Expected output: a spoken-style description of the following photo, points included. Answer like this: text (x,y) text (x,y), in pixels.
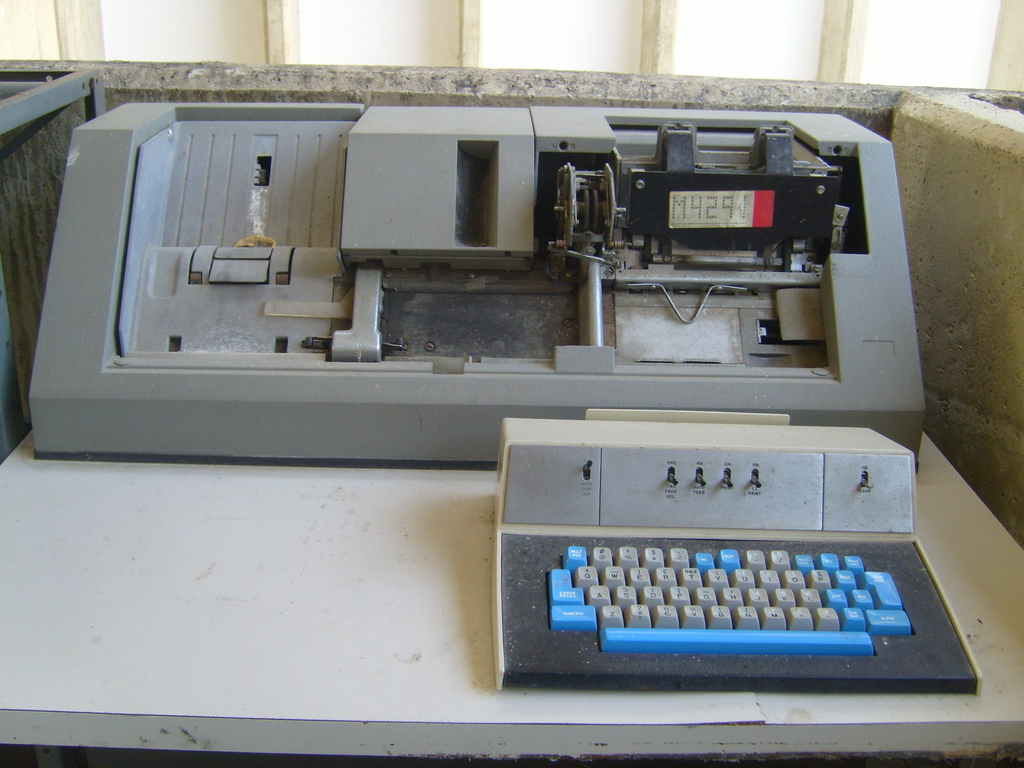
In this picture we can see machine (676,171) and keyboard (661,510) on the platform (239,633). In the background of the image (142,10) we can see wall (177,8).
